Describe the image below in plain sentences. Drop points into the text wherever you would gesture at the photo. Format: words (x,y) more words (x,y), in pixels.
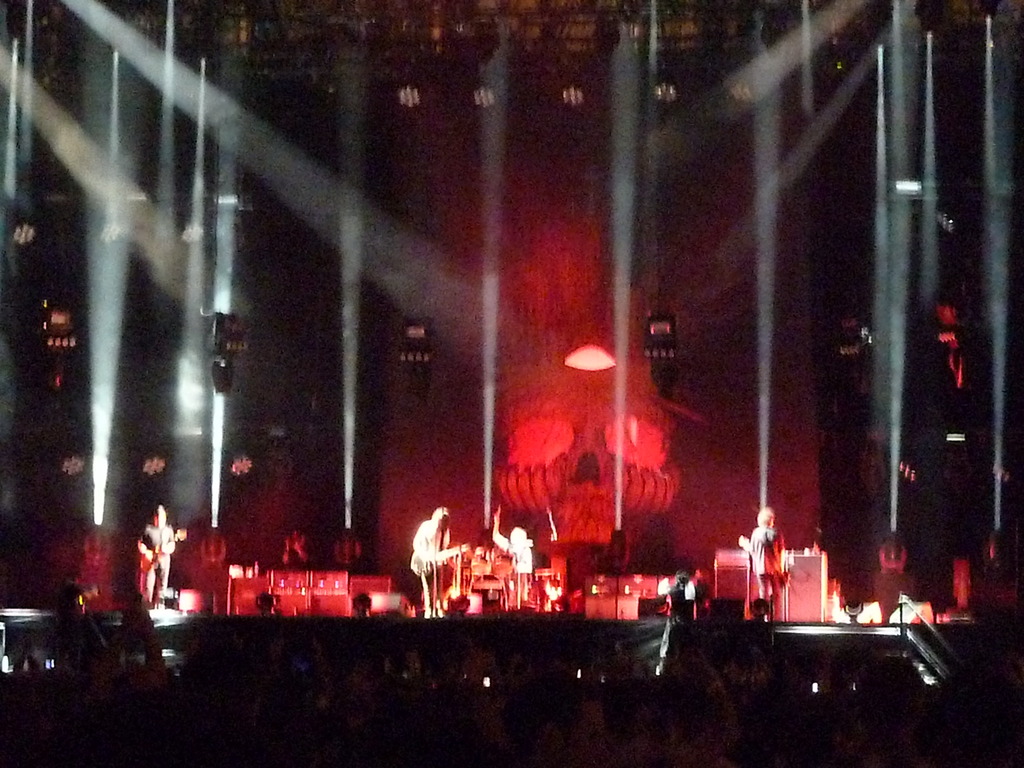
This image is taken in the dark and this is a musical concert and this is a completely blurry image. I can see some lights (143,197) and some people (430,543) holding musical instruments (494,551) on stage (834,553).
